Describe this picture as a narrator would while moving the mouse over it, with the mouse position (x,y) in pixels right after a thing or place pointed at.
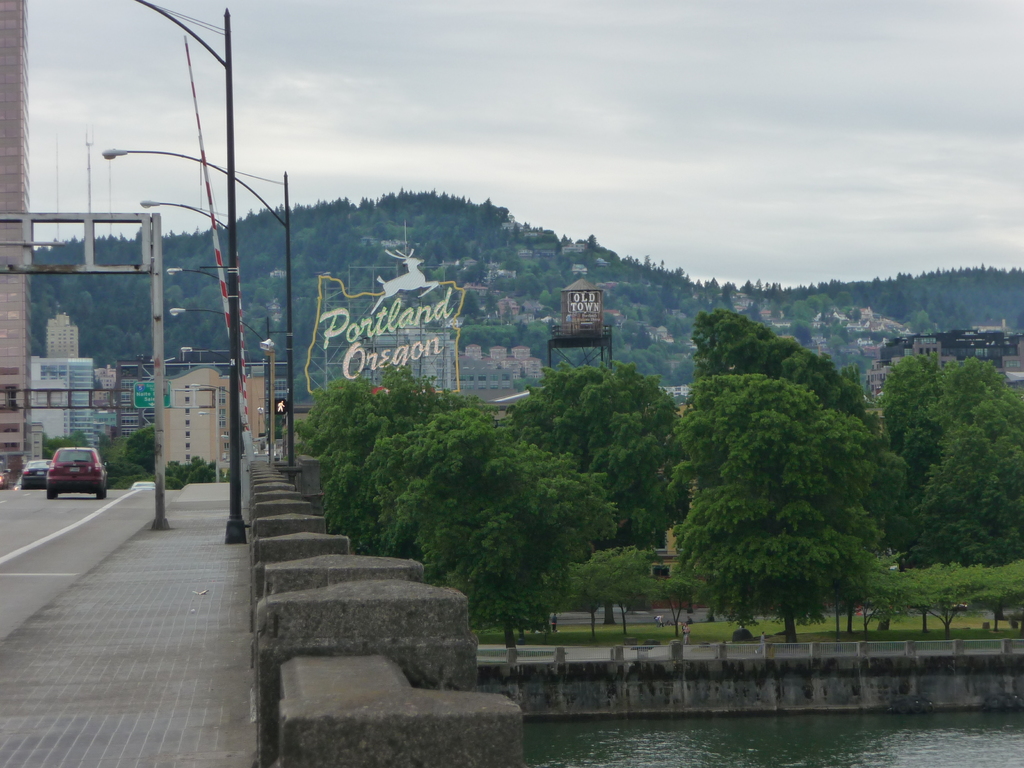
In this picture we can see cars (31,468) on the road (65,507), footpath (164,556), poles (235,382), buildings (215,382), trees (572,409), mountains (485,258), name boards (458,368), lights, water (891,760), grass (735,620) and in the background (316,89) we can see the sky (757,52) with clouds (491,111).
